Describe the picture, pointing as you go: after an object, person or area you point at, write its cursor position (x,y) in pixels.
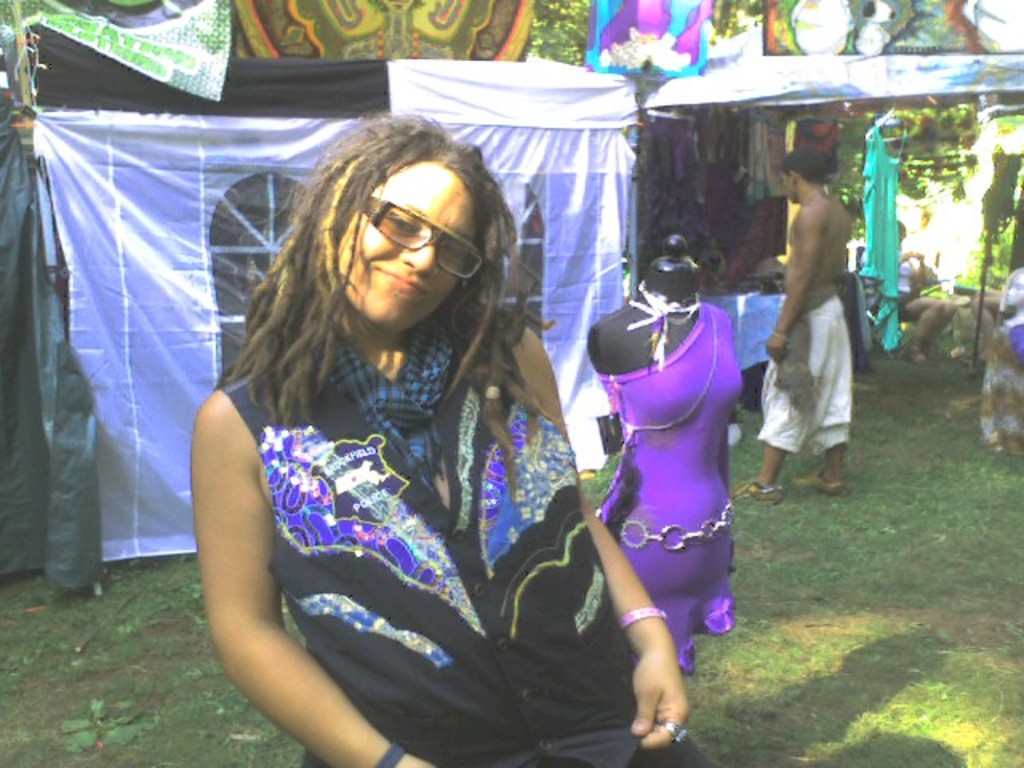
There is a person (541,557) wore glasses (445,248), behind this person (371,287) we can see mannequin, person's (796,288), clothes (888,284), grass (882,357) and tent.
